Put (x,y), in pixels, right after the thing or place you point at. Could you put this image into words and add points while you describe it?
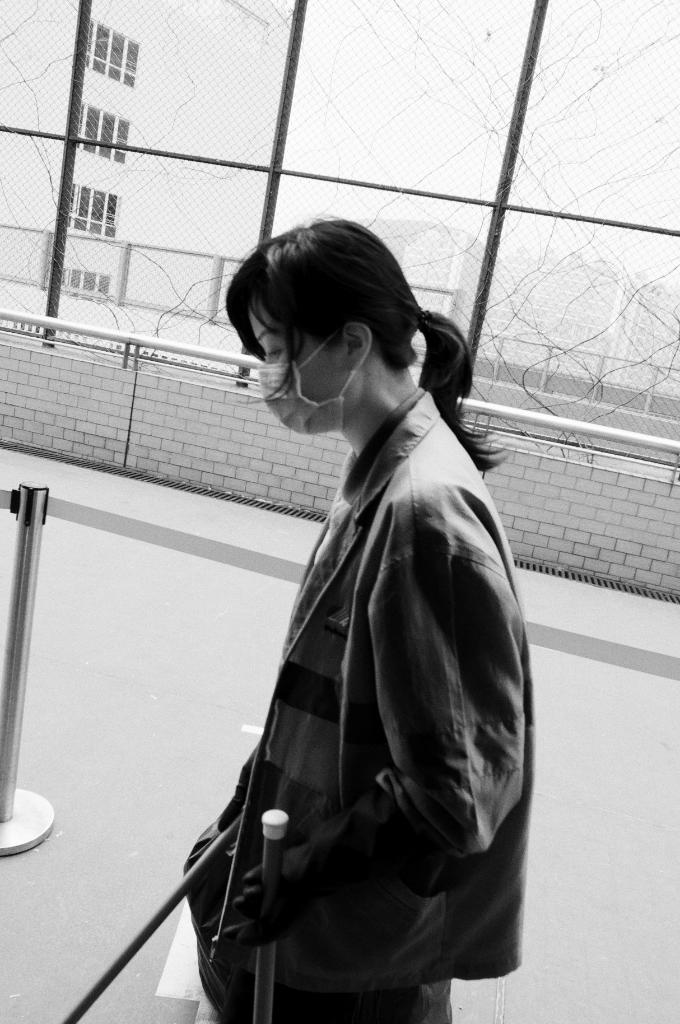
In this image in the center (318,370) there is one woman (337,638) who is walking and in the background (590,310) there is building (421,237) and wall (47,383), and at the bottom (112,862) there is a walkway (90,868). And on the left side (33,580) there is one iron rod (22,664).
